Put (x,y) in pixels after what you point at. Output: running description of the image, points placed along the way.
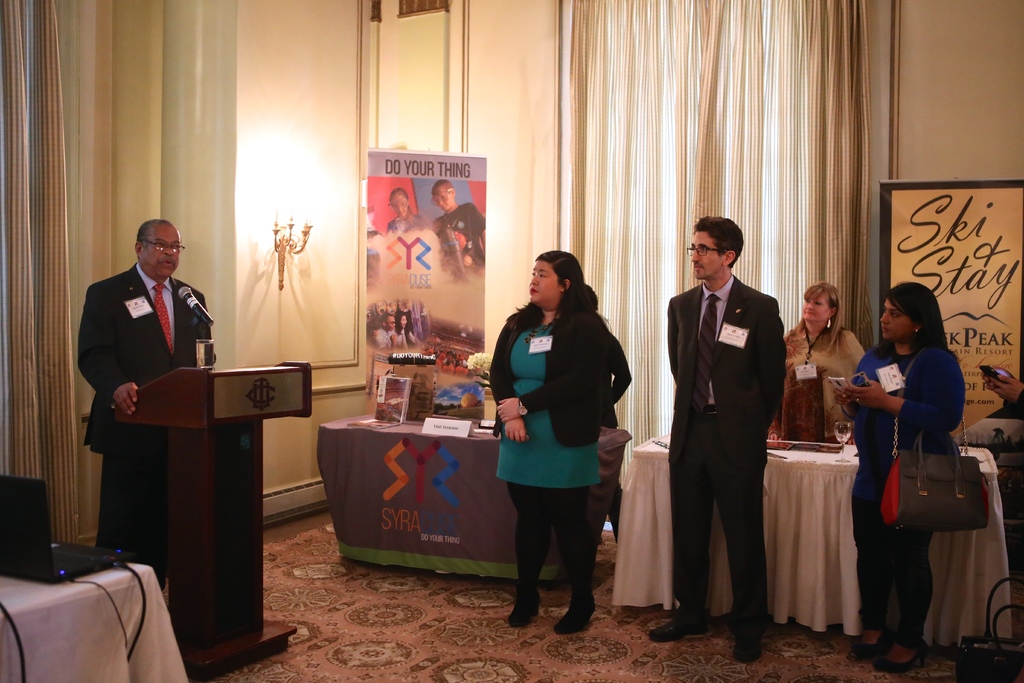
This is a picture taken in a room (304,254), there are group of people (570,362) standing on a floor (434,612) and a man (128,349) in black blazer (128,349) standing behind the podium (198,446) on the podium (199,401) there are glass (200,349) and microphone (192,299). Background of this people (164,347) there are the tables (452,487), banner (413,280) and a wall (280,54) on the wall (289,148) there are the lamp (288,244) and curtains (653,115).
